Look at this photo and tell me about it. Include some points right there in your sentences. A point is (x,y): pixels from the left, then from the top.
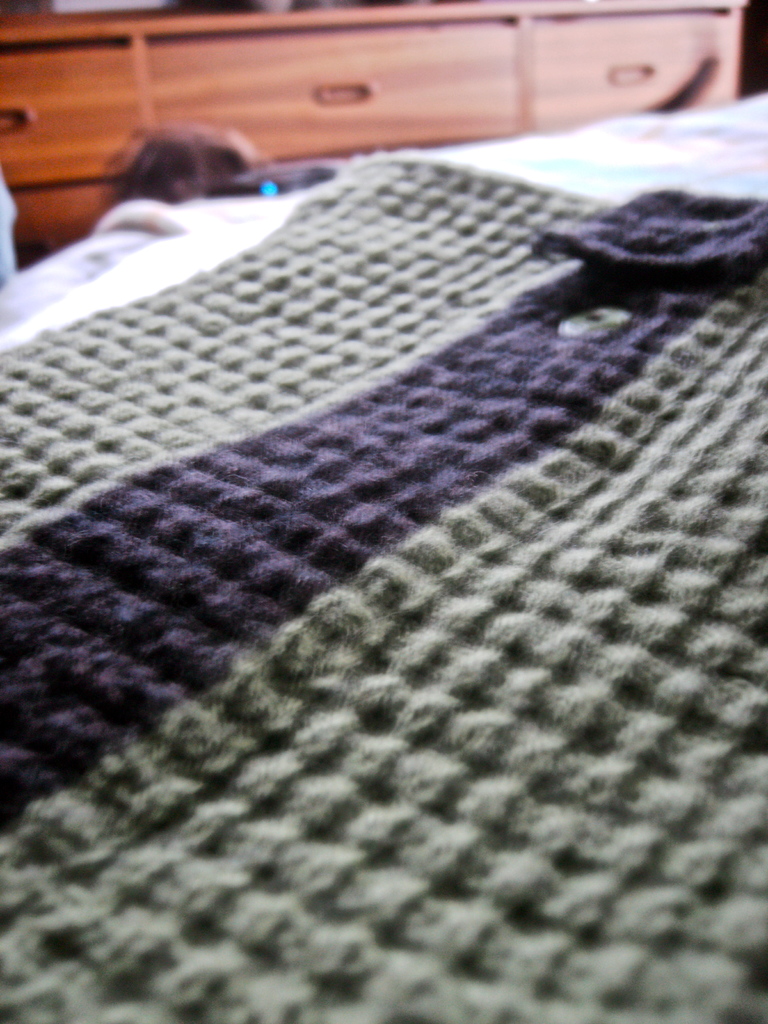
In this image we can see a cloth (523,280) on the bed (763,177), also we can see cupboards (383,104).
